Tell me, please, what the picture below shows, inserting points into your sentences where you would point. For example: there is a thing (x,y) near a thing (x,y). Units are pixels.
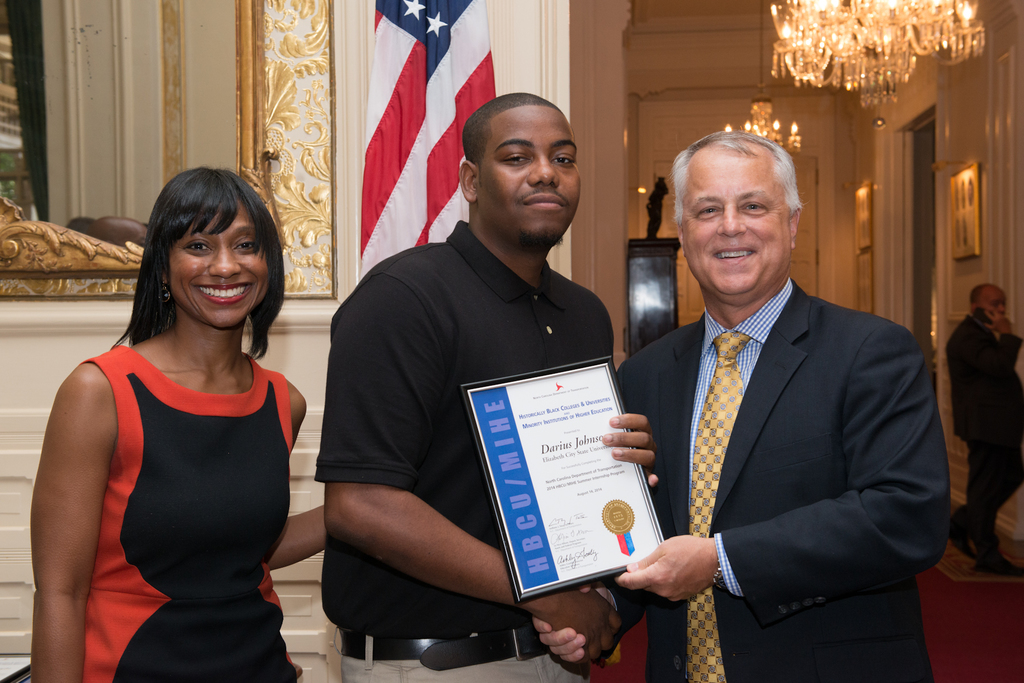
On the left side (191,464), there is a person (184,442) in black and red color combination, smiling and standing. Beside her, there is a person (480,204) in black color T-shirt (415,350), holding a certificate (566,520) with one hand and shaking hands (587,630) with another person (670,560) who is in a suit (803,340), smiling and standing. In the background (962,346), there is another person (971,335), there are lights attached to the roof (747,0), there is a mirror (95,78), there is a flag (402,67) and there is wall (587,79).
